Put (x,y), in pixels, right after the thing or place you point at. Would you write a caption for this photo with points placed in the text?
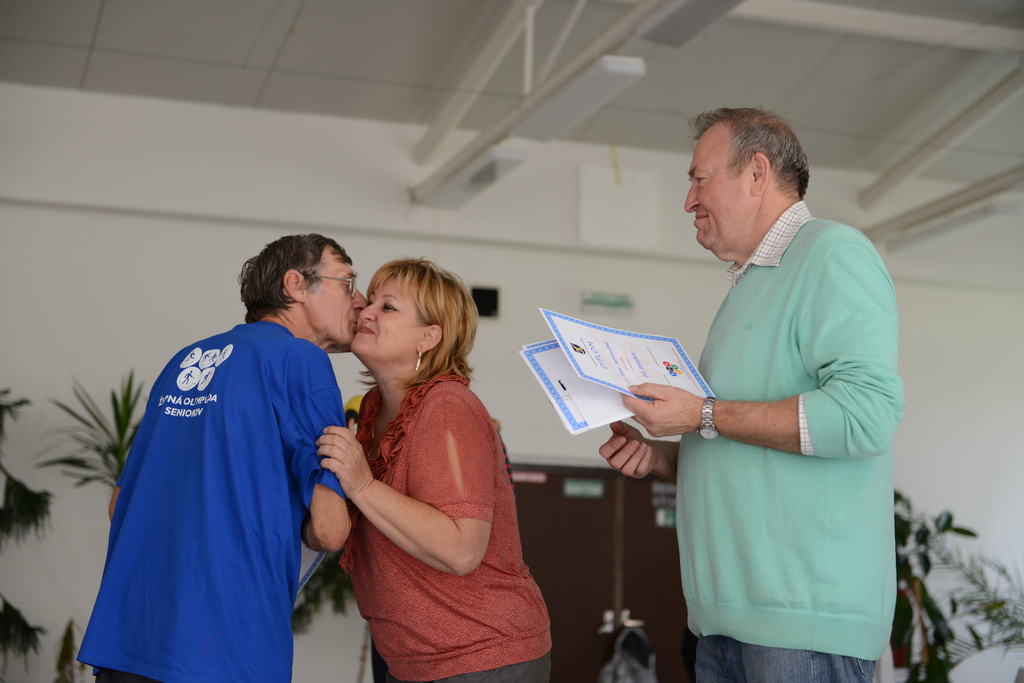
In this image we can see this man (205,535) wearing blue color T-shirt (230,613) is kissing this woman (377,561) and this person (799,445) is holding some papers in his hands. The background of the image (588,577) is blurred, where we can see plants (28,647), the door (600,615) and the ceiling (363,111).
